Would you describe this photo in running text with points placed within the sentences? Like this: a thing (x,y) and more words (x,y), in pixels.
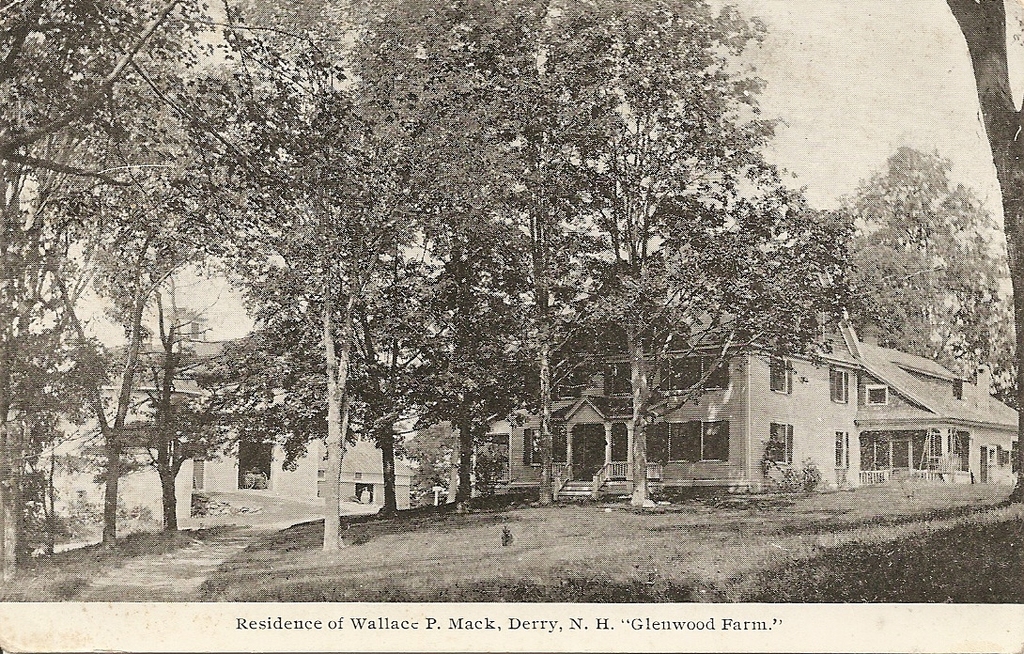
In the picture I can see trees (427,357), buildings (747,419), the sky (875,102) and some other objects (263,484). This picture is black and white in color. I can also see something written on the image.
